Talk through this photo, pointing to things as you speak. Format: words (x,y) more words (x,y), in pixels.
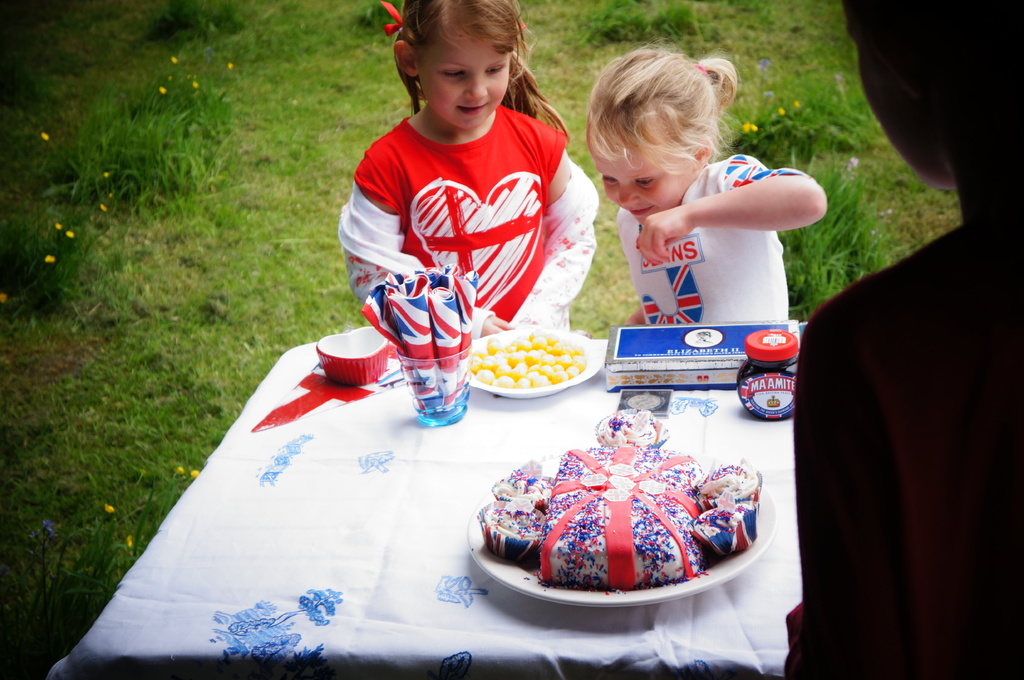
In this image we can see two kids (505,192) wearing red and white color dress (472,216) respectively, standing behind the table (527,424) on which there are some food items (501,373) which are in bowls (351,345), and plate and in the background of the image (216,142) there is grass (245,99).
